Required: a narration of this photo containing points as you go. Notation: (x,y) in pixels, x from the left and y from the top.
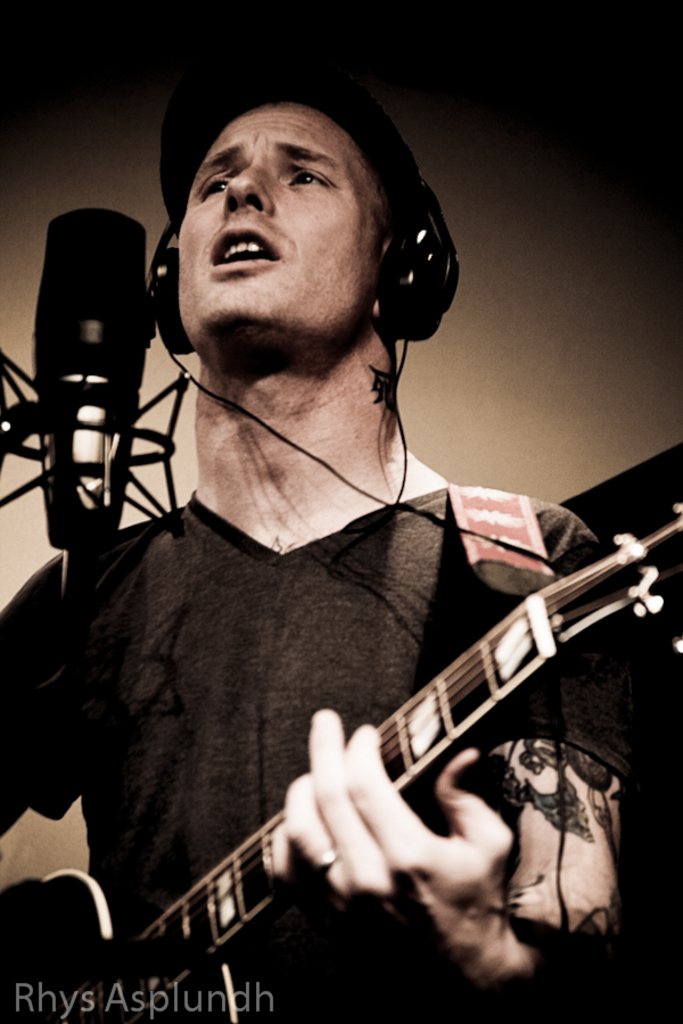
In this image there is a man (280,788) standing. He is playing a guitar (107,935). He is wearing headphones (451,265) and a cap (220,95). In front of him there is a microphone (99,429). There are tattoos (554,769) on his hand (554,869) and on his neck (384,407). Behind him there is a wall (572,378).
